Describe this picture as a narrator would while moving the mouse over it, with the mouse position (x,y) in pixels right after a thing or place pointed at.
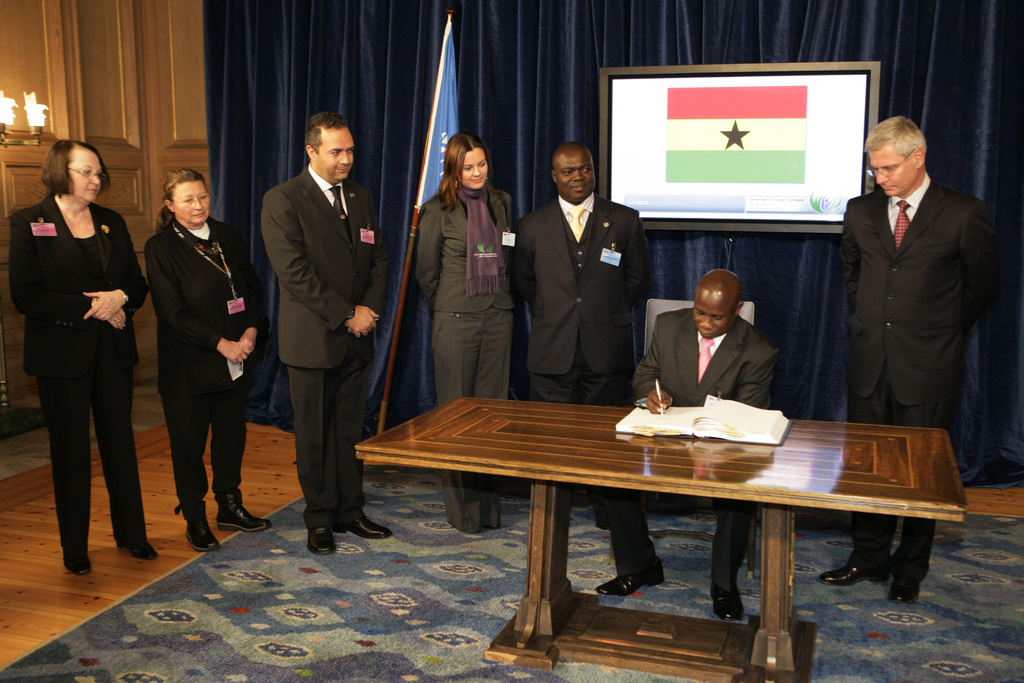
On the background (585,51) we can see blue colour curtain (303,67), light (8,110), television (673,122), flag (430,185). We can see one man (716,307) sitting on chair (689,307), holding a pen (661,400) in his hands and writing in a book (699,418). This is a table (696,483). Behind to this man (703,297) we can see persons (361,293) standing. This is a floor (43,560) and a carpet (300,644).
